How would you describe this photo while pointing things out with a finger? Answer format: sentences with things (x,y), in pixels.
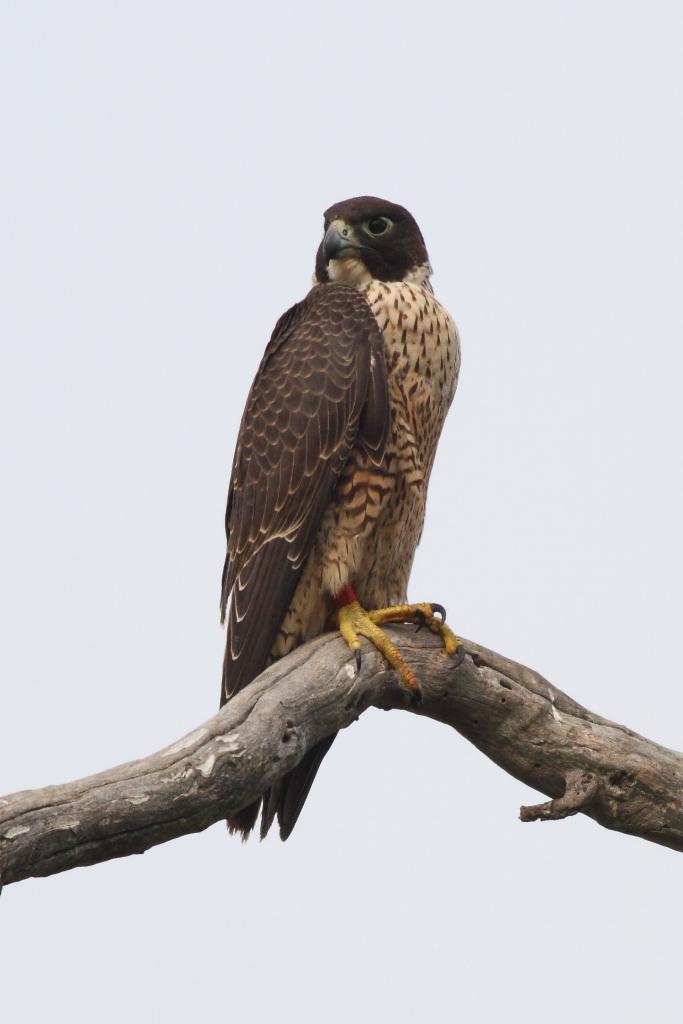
This picture is clicked outside. In the center (295,368) there is an eagle (361,437) standing on a branch (290,691) of a tree (365,705). In the background (205,147) there is a sky (117,750).
